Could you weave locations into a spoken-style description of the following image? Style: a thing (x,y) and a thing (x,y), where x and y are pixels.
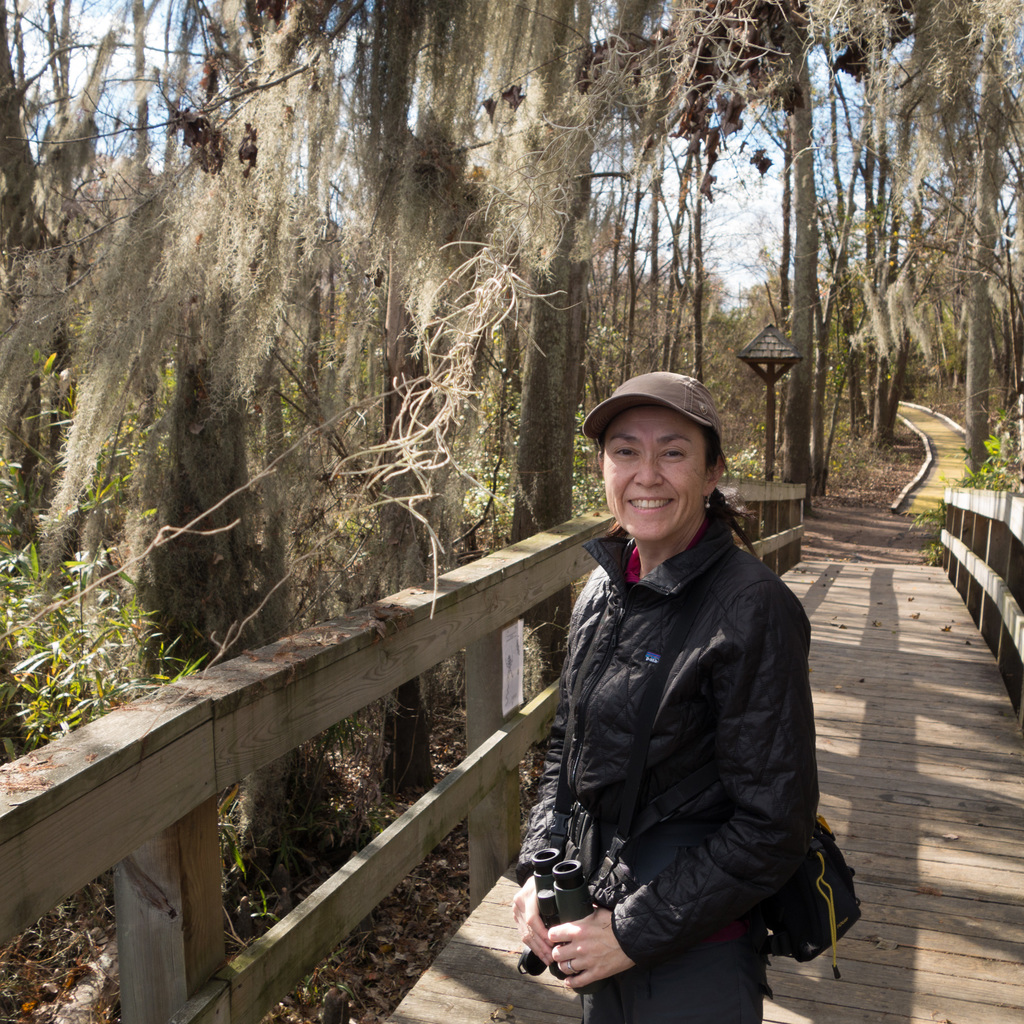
In the image there is a lady (630,502) with cap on her head (675,502) and she is smiling. And she is holding binoculars (559,906) in the hands (597,953). She is standing on the wooden bridge (825,701) and also there are wooden railings (133,723). In the background (807,326) there are trees (393,168) and also there is a pole (773,461) and a path (934,451).
